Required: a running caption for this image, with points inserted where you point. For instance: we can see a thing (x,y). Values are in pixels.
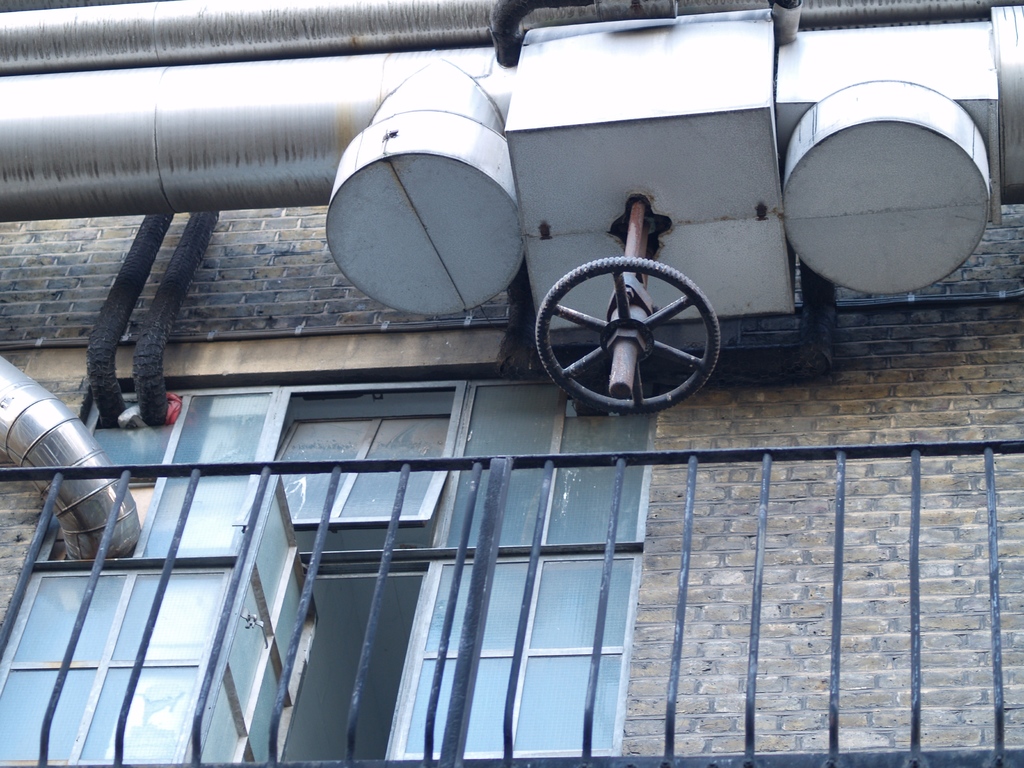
In this picture there is a window (158,546) on the left side of the image (297,490) and there is a boundary (766,483) in front of it and there are pipes (97,76) at the top side of the image (97,76).
